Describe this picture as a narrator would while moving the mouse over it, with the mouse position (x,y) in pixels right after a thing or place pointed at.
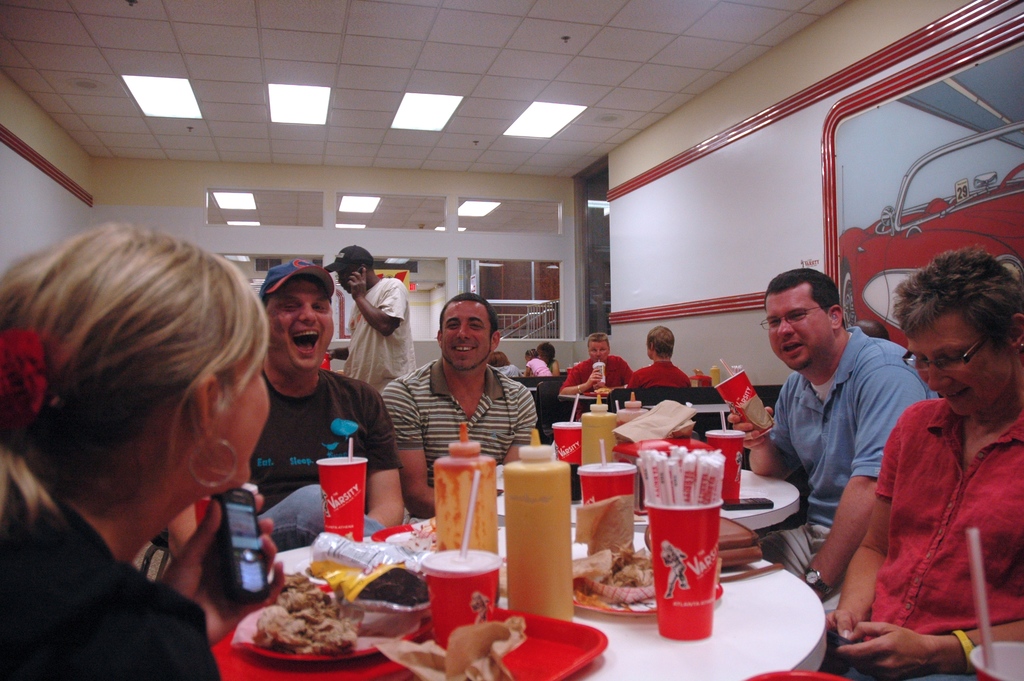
In this image we can see three men (341,406) and two women (132,515) are sitting. In front of them white table (735,658) is there. On table (752,636) bottle (566,566), glasses (334,475), tray (582,632), plates (300,653) and food item (408,593) are there. Woman (171,571) is wearing black color dress (124,618) and holding mobile (236,557) in her hand (208,562). One woman (899,513) is wearing red color shirt (903,479), the other one (868,412) is wearing blue color t-shirt (809,413), third one (423,397) is wearing light green and white color t-shirt (418,403) and the fourth one (313,420) is wearing black color t-shirt (313,420). Background of the image (655,236) white color walls (644,253), roof (459,75) and people (365,309) are there. Right side of the image (892,146) one red color car photograph (949,226) is attached to the wall (775,221).
